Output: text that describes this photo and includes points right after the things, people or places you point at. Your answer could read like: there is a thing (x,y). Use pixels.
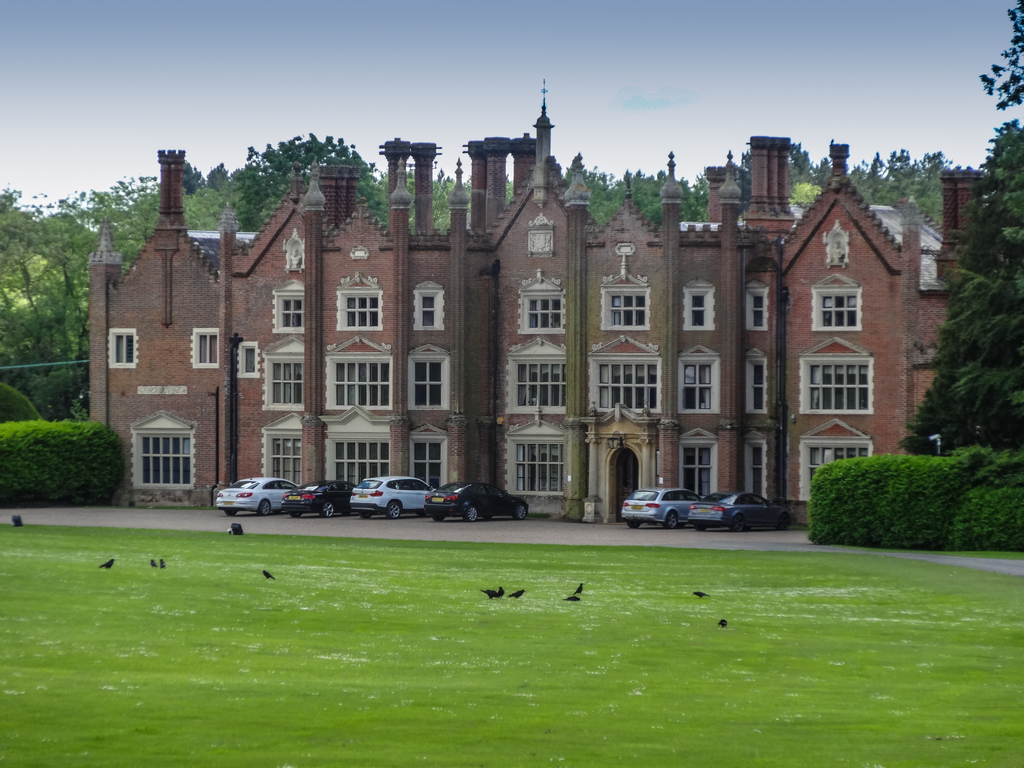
In this image I can see the ground (519,670), some grass (545,618) and few birds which are black in color. I can see few trees (53,411), few vehicles (452,501) and a huge building (438,365) which is brown and white in color. I can see few windows (419,363) of the building (581,324) and in the background (207,121) I can see the sky (709,147).
